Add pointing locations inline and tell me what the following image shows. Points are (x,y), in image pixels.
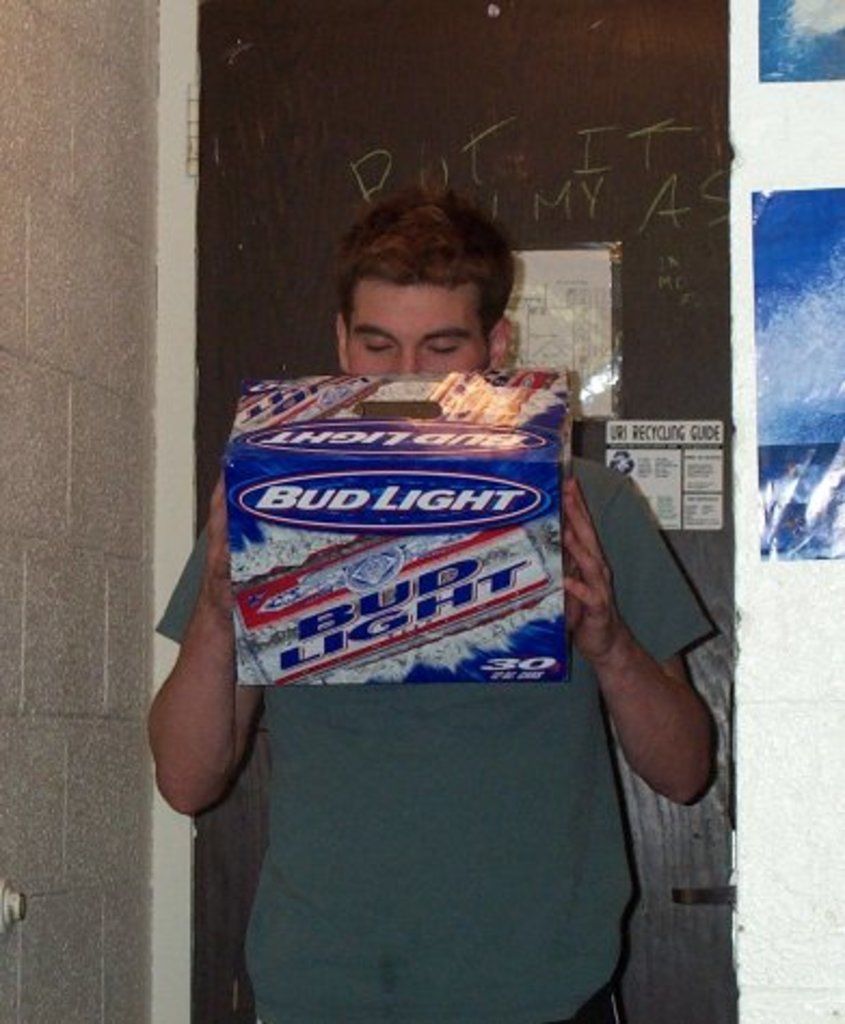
In this picture I can see there is a man (701,763) standing and he is holding a box (443,525) with both of his hands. On to right (827,121) I can see there is a wall (798,577) and there is another wall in the backdrop (830,476) and there are few papers (777,490) pasted on the wall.
